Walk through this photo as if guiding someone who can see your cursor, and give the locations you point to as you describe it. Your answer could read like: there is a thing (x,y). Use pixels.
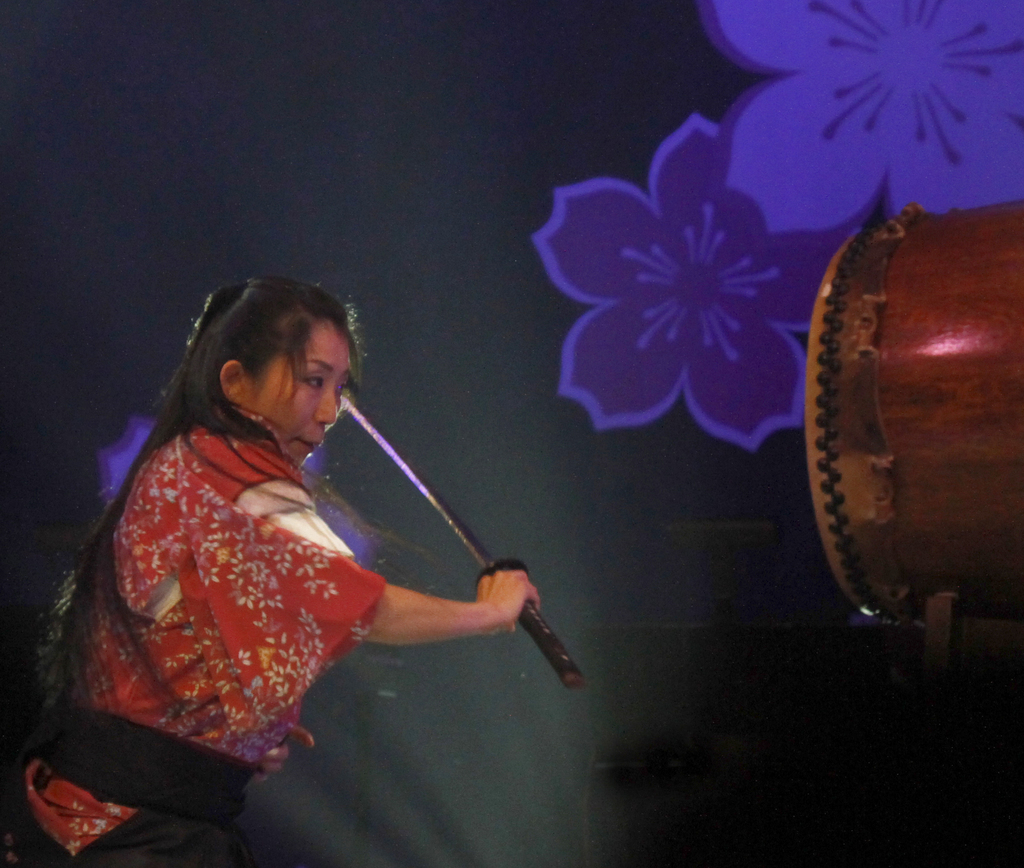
A woman (159,595) wearing a red dress (240,591) is holding sword (432,485). In the back (838,199), there is a flowers painting (740,183).
